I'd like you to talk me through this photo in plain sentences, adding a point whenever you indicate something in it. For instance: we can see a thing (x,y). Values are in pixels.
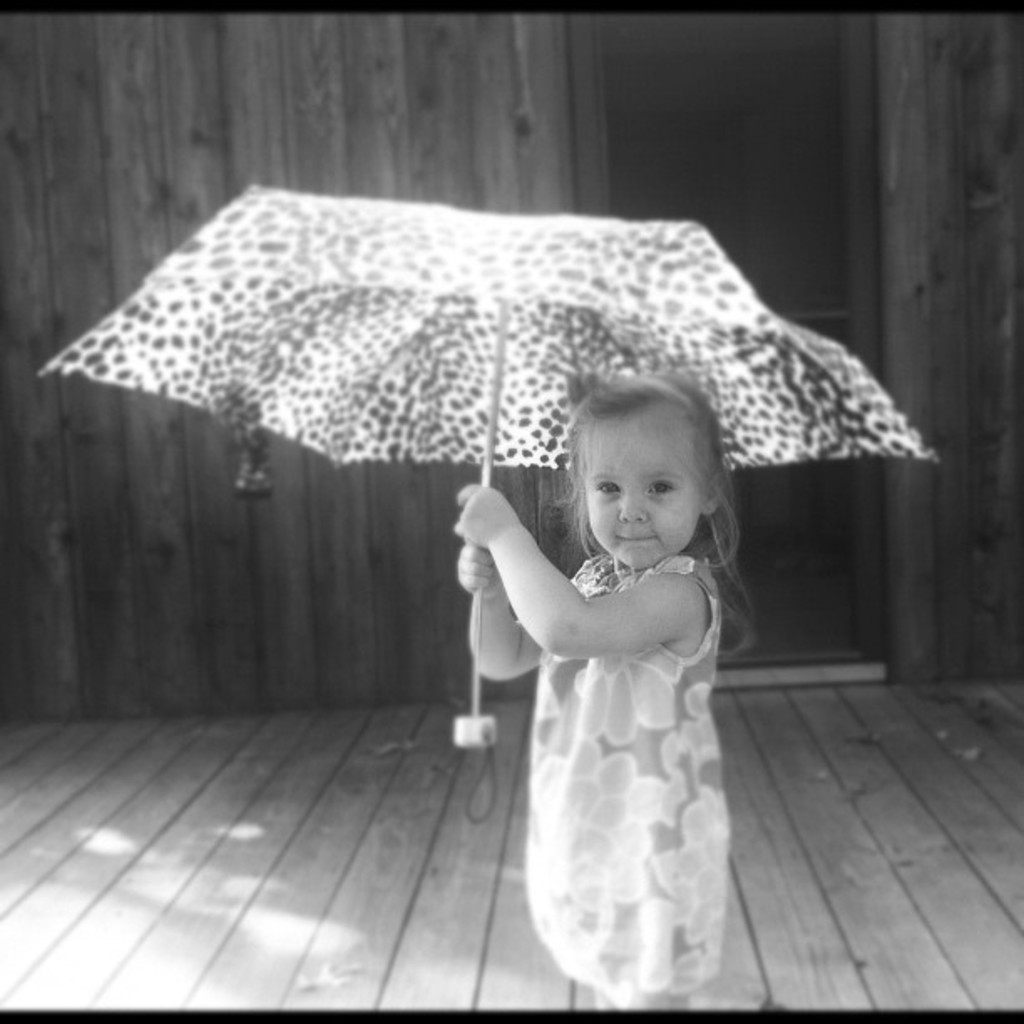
The image is in black and white, we can see a girl (603,716) is standing and holding an umbrella (512,386) in the hand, there is a door (768,96), there is a wall (197,203).
